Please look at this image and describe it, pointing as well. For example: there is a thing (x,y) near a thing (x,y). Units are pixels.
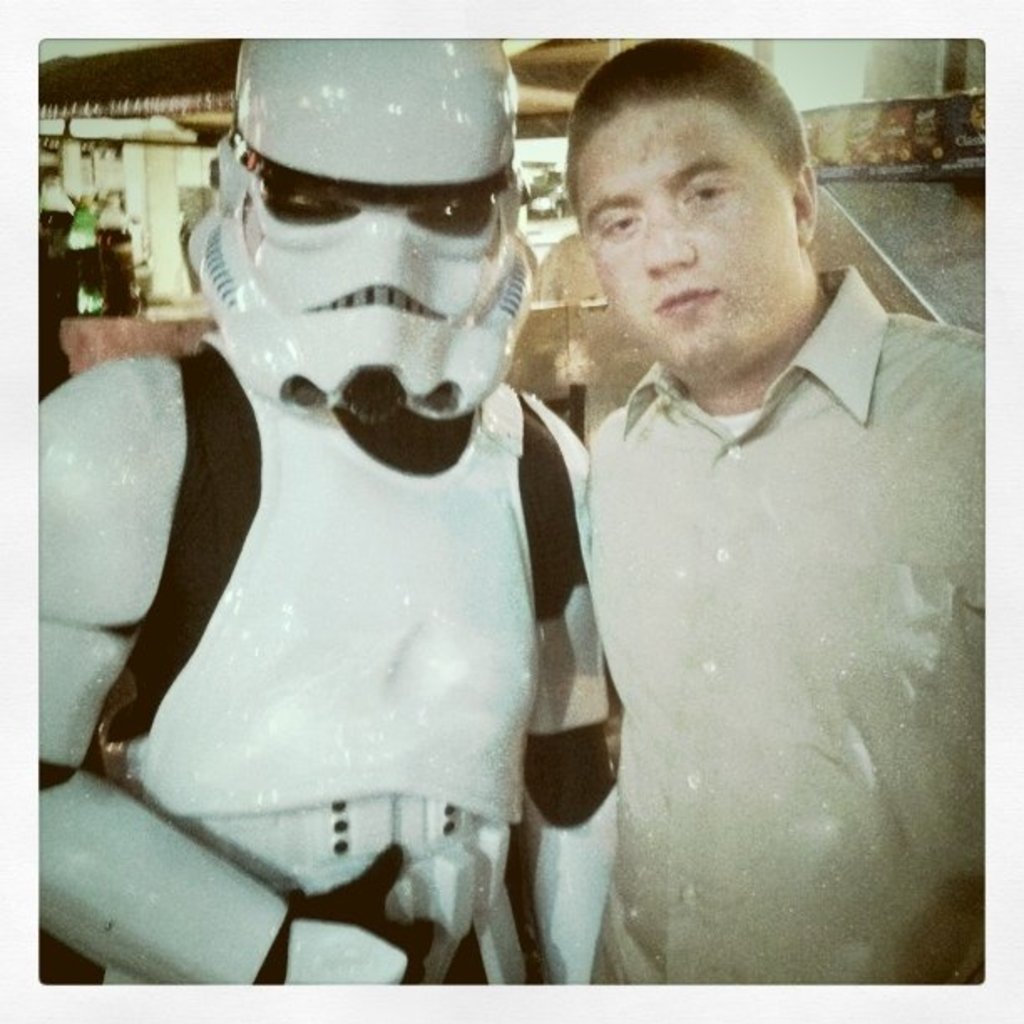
In this image we can see a person (742,603) wearing light color shirt (678,587) taking snap with a person (357,559) in a Stormtrooper costume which is of white color and at the background of the image (565,351) there is wall (863,84) and some lights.
